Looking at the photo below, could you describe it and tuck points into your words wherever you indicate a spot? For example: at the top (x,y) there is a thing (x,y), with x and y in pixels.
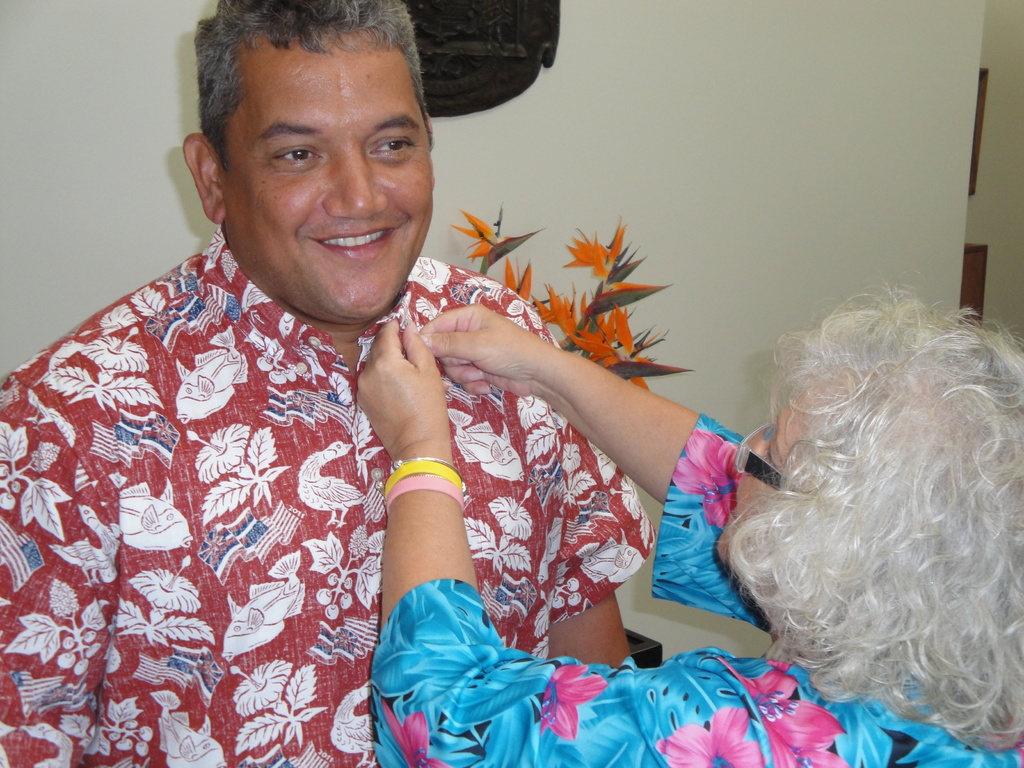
In this image, we can see two people (554,401) and one of them is wearing glasses (751,464). In the background (484,242), there is a houseplant (649,337) and we can see some objects (508,55) on the wall (784,159).
